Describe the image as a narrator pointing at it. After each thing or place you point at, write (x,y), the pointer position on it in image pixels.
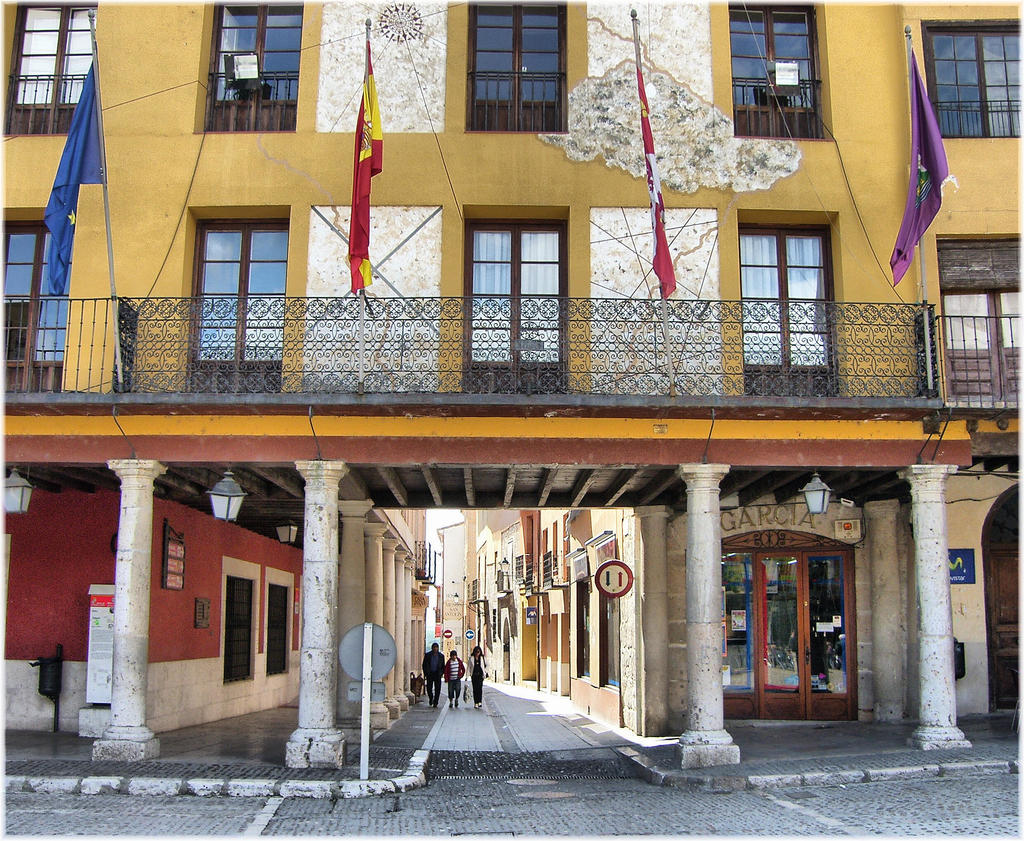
In this picture we can see buildings (752,703), here we can see people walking on the ground (533,731), sign board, posters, lanterns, fence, pillars (660,629) and flags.
